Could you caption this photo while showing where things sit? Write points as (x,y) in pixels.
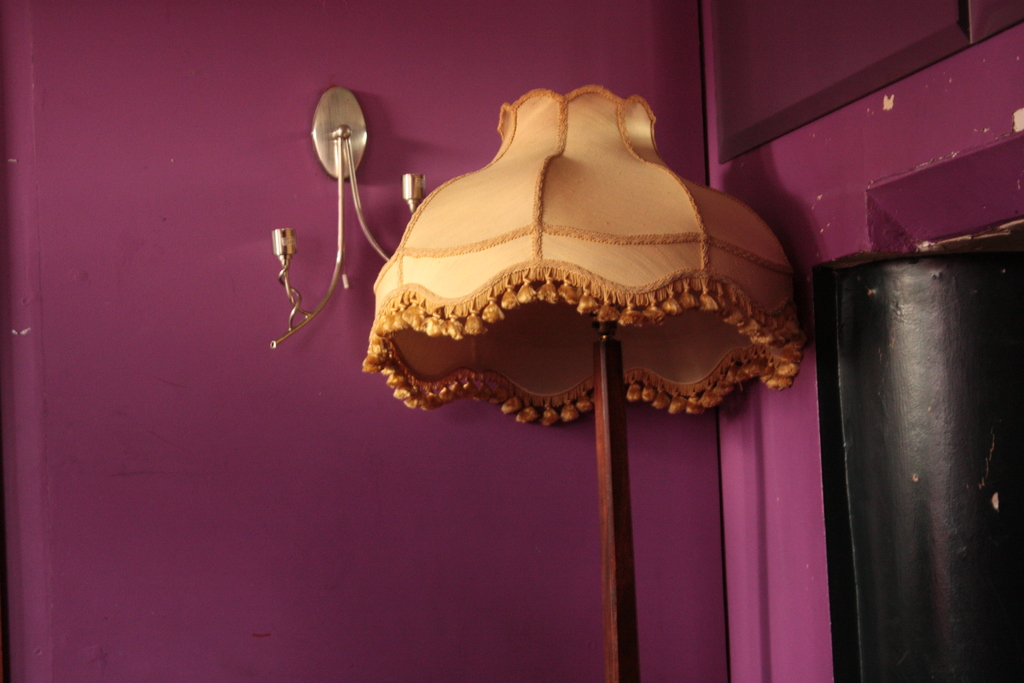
In this image we can see a table lamp (529,318), also we can see an object (330,130) on the wall (492,97).
